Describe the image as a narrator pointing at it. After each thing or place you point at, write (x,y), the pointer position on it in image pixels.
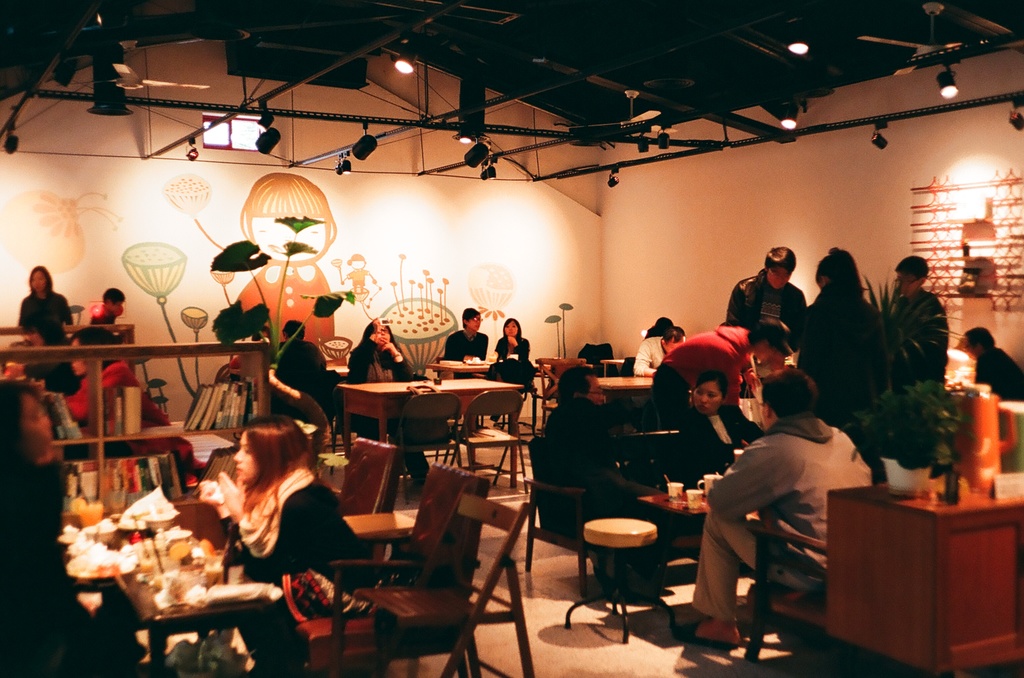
In this picture there are a group of people (82,378) sitting here they have a table (151,526) in front of them with some foods (160,515) and onto the right there are some other tables (609,387) and there are a group of people (827,291) standing over here and there is a wall (369,252) with some painting (28,204) on it and there are some lights (883,144) attached to the ceiling (32,41) plant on the right side (916,477).
